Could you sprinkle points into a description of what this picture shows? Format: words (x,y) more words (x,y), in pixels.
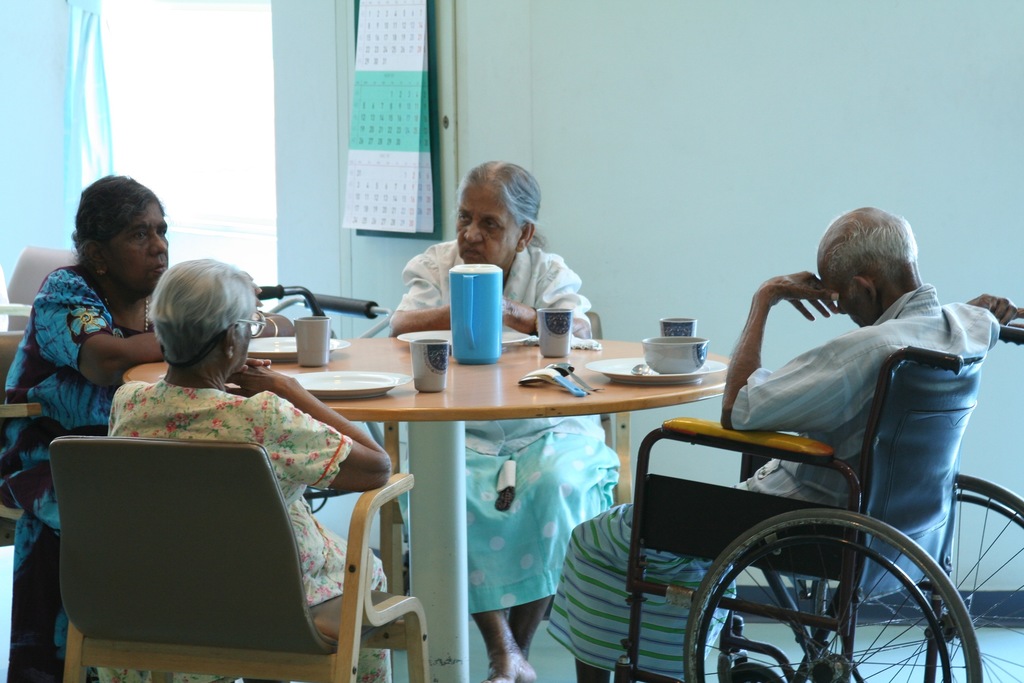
There are three old women (220,366) sitting on the chair (394,481) and old man (801,463) sitting on the wheel chair (834,457) and there is a table (543,404) on which there are plates (398,380) glasses (438,380) and water jug (484,275). At the top of the image (374,93) there is a calendar (422,120).
